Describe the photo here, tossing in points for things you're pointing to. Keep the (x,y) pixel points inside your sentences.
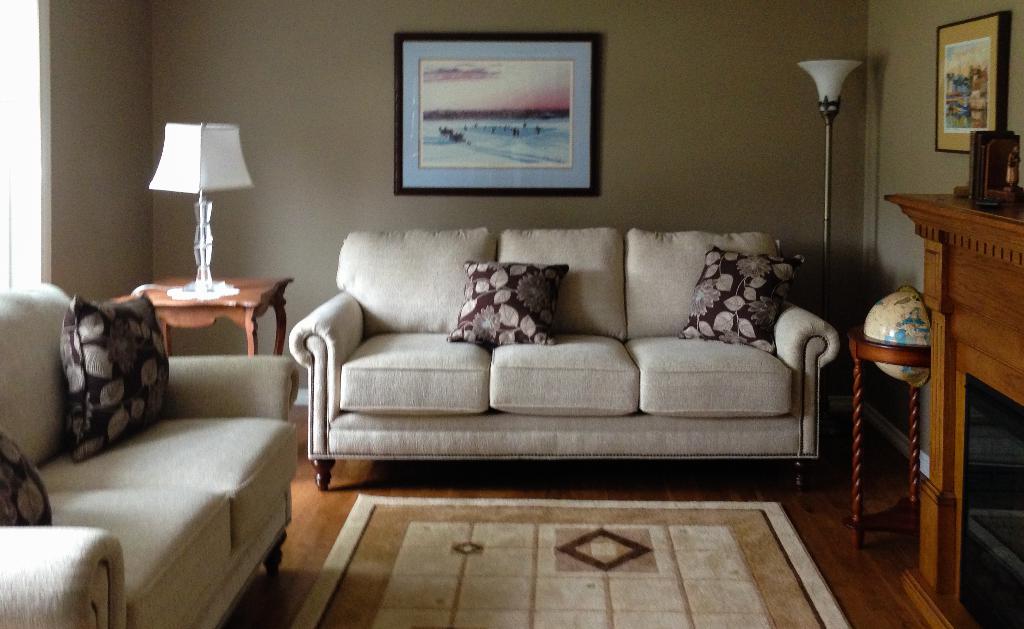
Here in this picture we can see a couch (574,349) and sofa (200,430) with cushions (493,315) on it and beside that we can see a table (181,307) with a lamp (207,285) placed on it and on the wall (480,20) we can see a portrait (587,104) present and we can see a carpet (321,611) on the floor (823,543) and on the right side (874,340) we can see a globe (926,336) present.
